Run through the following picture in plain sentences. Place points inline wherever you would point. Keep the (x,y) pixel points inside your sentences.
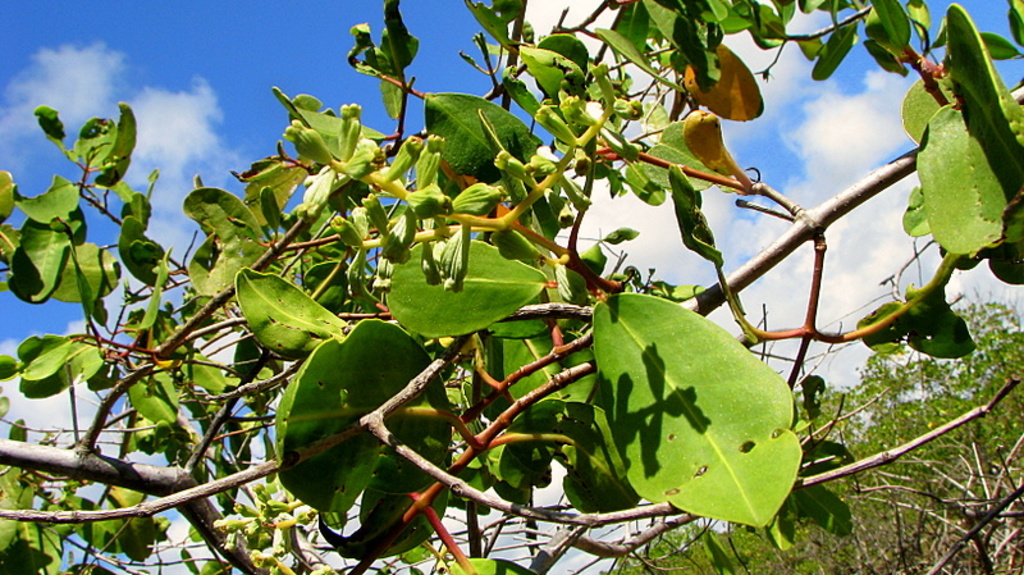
In this image there are few plants (362,289) having few leaves (392,334) and flowers (348,227). Behind there is tree (850,490). Background (255,81) there is sky (351,89) with some clouds (617,205).
